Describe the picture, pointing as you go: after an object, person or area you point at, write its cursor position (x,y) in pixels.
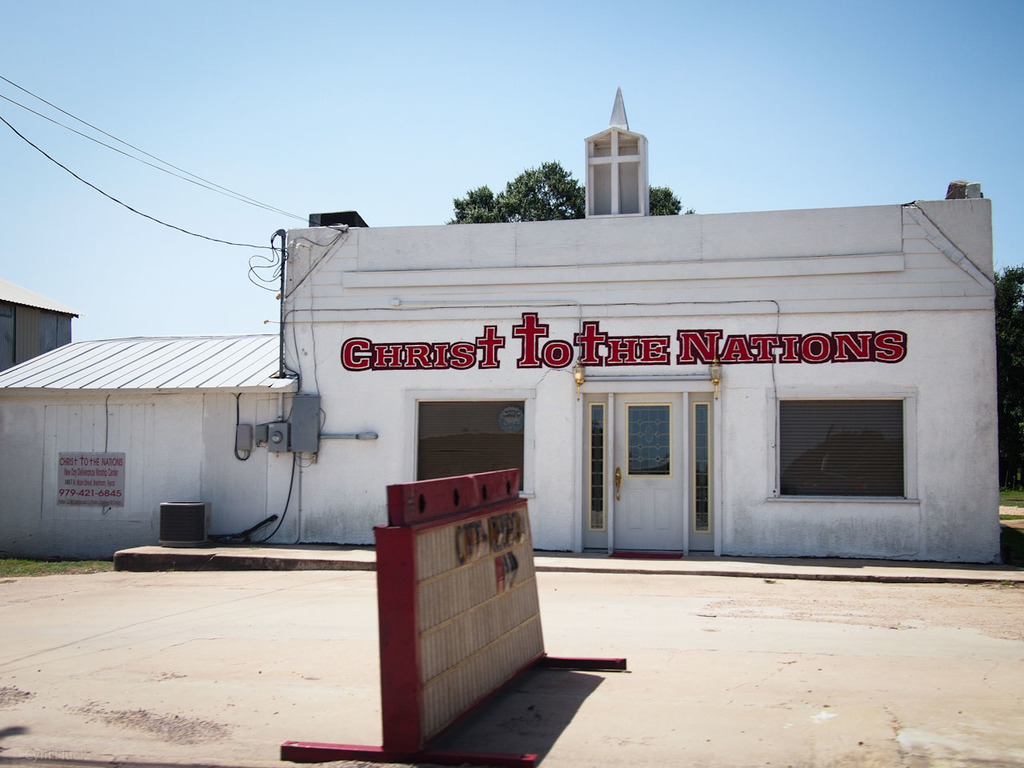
In this image we can see the church (550,501) with the text (599,339), door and also the windows (426,461). We can also see a barrier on the road (762,617). In the background (562,182) we can see the trees (562,196), electrical wires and also the sky (500,94).
